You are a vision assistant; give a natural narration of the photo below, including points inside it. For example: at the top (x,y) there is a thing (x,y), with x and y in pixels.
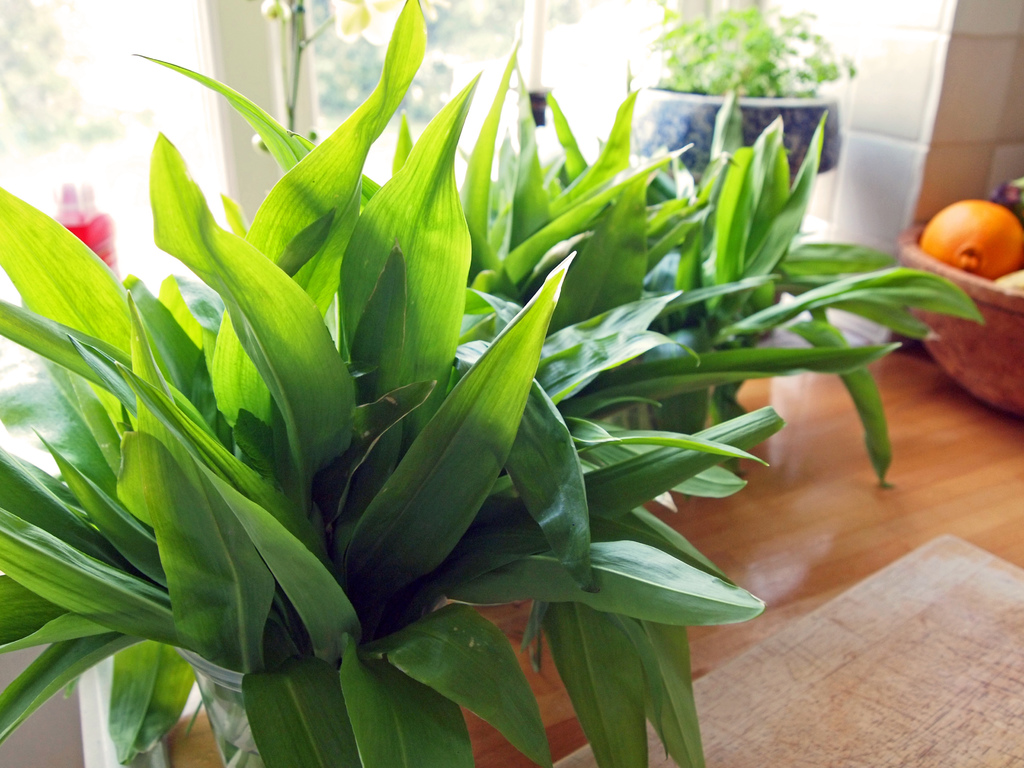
In this image we can see group of plants (268,586) placed in container (234,717) on the table (205,737). To the right side of the image (992,216) we can see group of fruit (987,249) place in a bowl (933,326). In the background (470,45) we can see a window (122,68) and a bottle (97,226).
